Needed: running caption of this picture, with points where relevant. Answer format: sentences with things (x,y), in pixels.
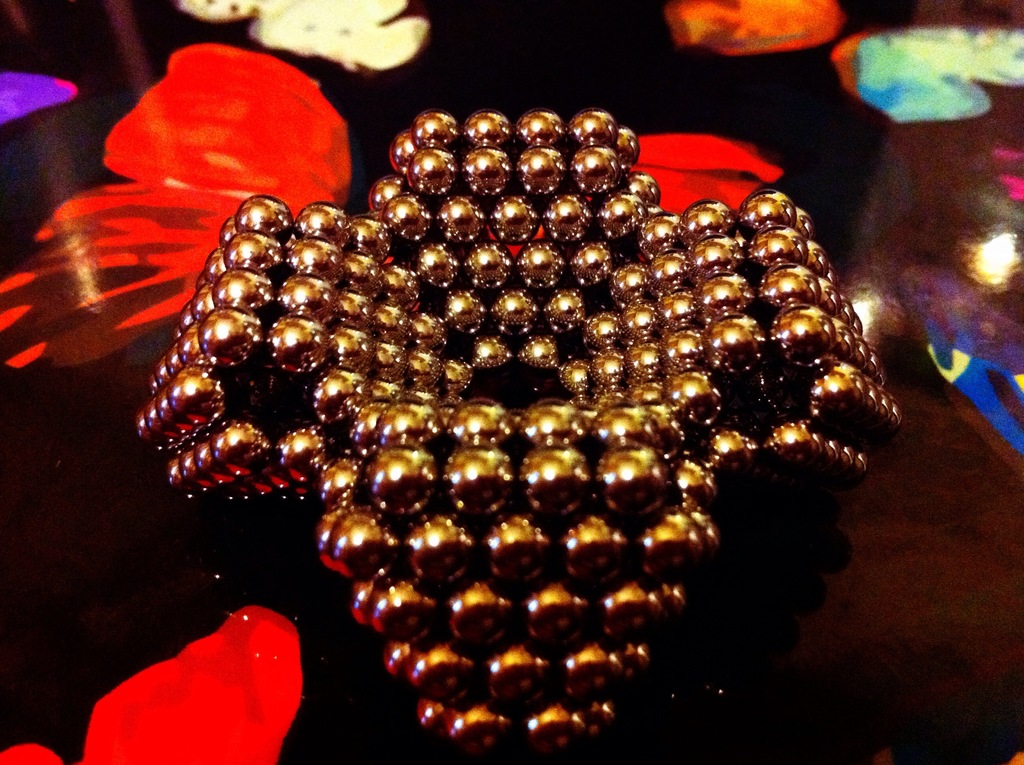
In this picture we can see a decorative item (394,266) on an object (80,228).
